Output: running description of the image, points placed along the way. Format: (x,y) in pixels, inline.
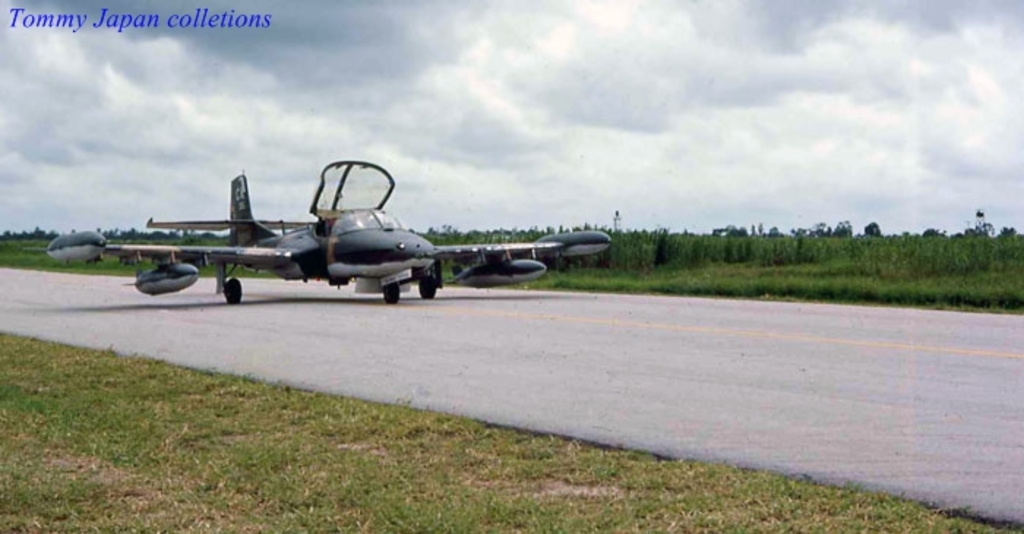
In this picture I can see a jet plane (325,250) and trees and I can see text (217,17) at the top left corner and a cloudy sky (477,95) and I can see grass (358,483) on the ground (785,352).
